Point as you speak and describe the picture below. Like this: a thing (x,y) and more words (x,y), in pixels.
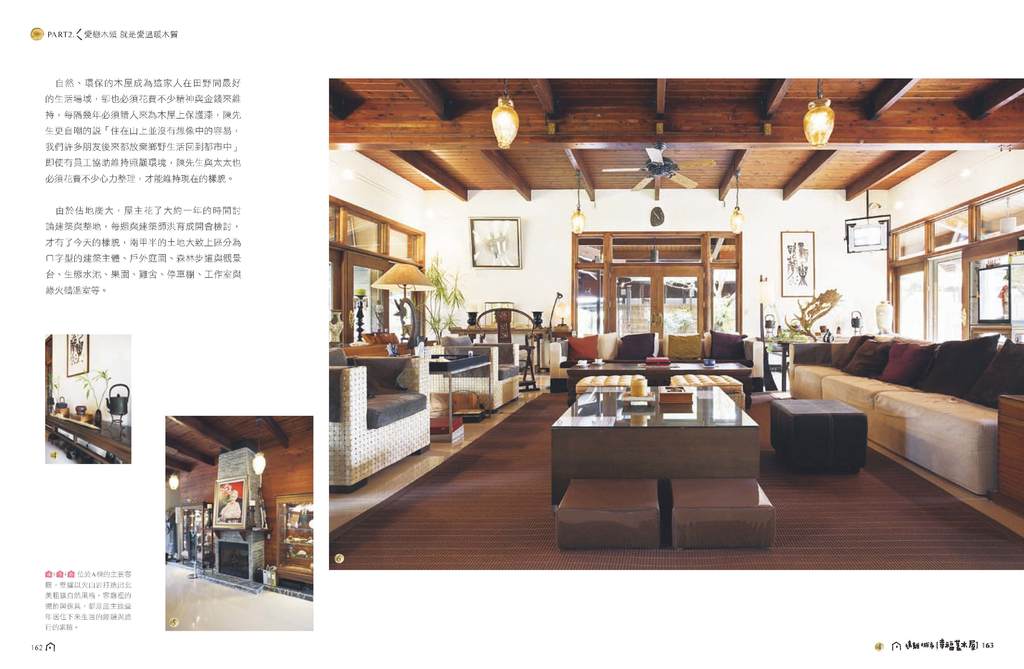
In this image I can see a couch (824,392), pillow (935,377), table (728,415), lamp (395,278) and a frame (489,253).
